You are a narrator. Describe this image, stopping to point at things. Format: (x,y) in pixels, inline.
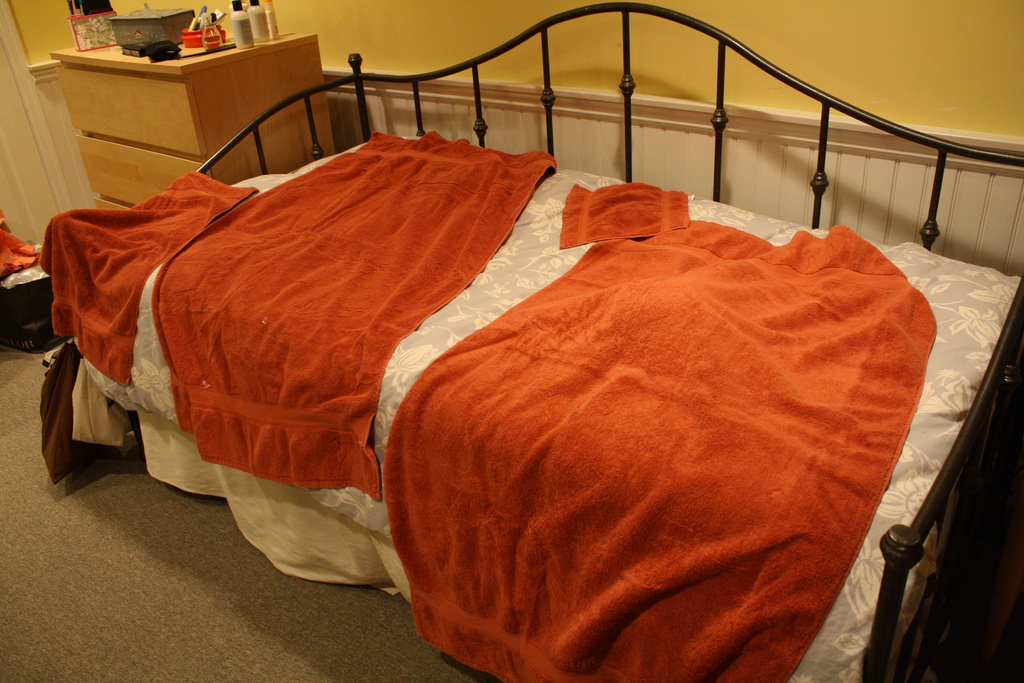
In this image I can see few clothes (344,366) on the bed (219,156). To the left (174,42) I can see the bottles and few objects (189,45) on the table (210,68). I can also see few more objects (24,266). I can see the yellow color wall (574,41).
